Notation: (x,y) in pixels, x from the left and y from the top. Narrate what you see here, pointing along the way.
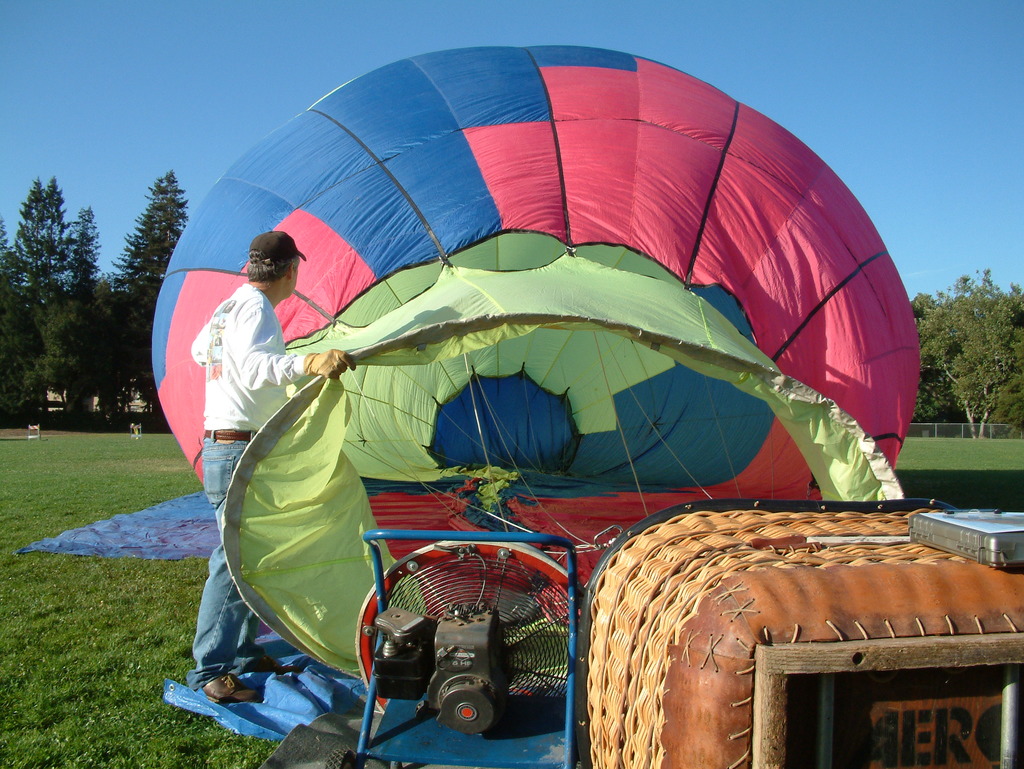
In this picture there is a man (243,371) who is wearing cap (264,245), white t-shirt (207,388), jeans (231,642) and shoes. He is standing near to the air balloon (422,325). At the bottom (415,613) we can see an engine fan (541,585) on the blue frame (498,743). In the background (43,275) we can see many trees (943,378), near to that there is a fencing (957,426). At the top (614,23) there is a sky (569,25). On the left (106,546) we can see blue plastic cover (87,531) on the grass (82,580).
